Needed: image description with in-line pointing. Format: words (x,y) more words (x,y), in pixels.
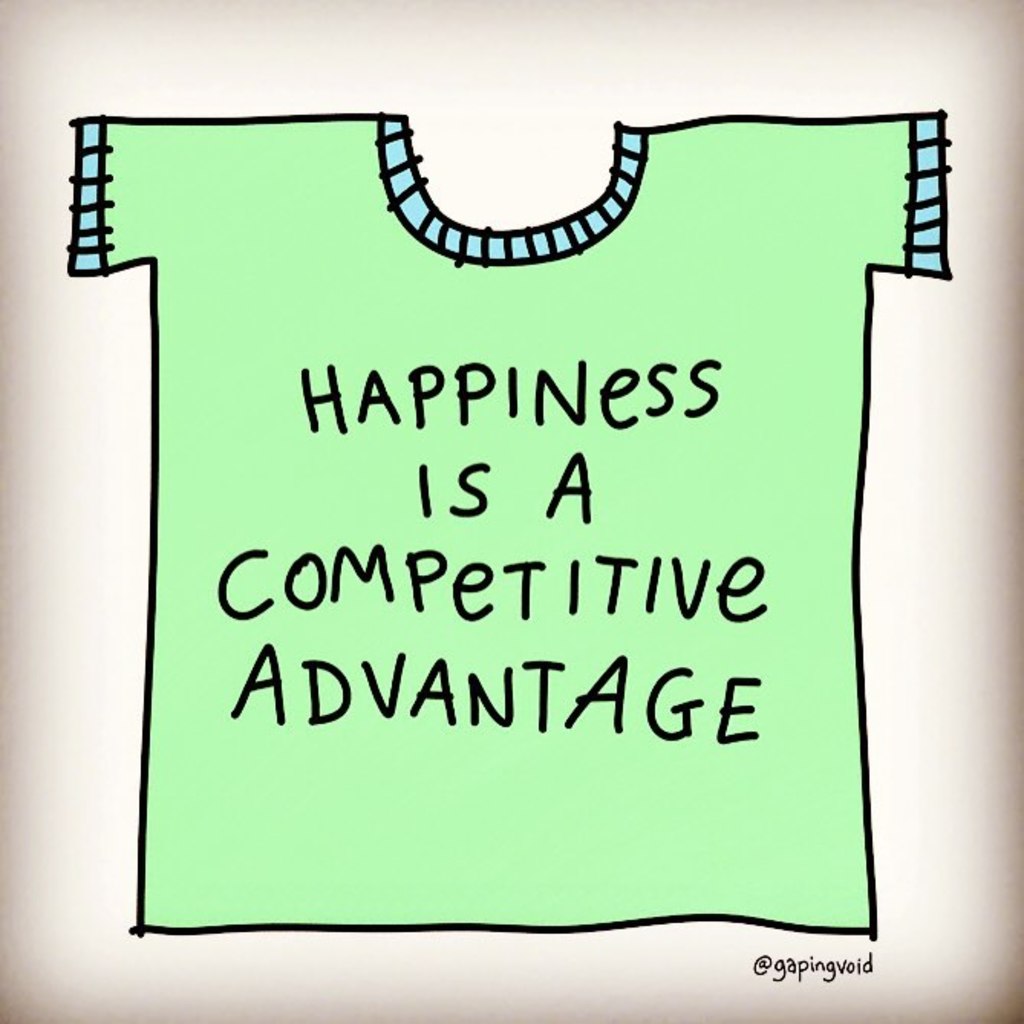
Here I can see a drawing (409,238) of a t-shirt (412,917) which is in green color. On this I can see some text (299,603) in black color.
